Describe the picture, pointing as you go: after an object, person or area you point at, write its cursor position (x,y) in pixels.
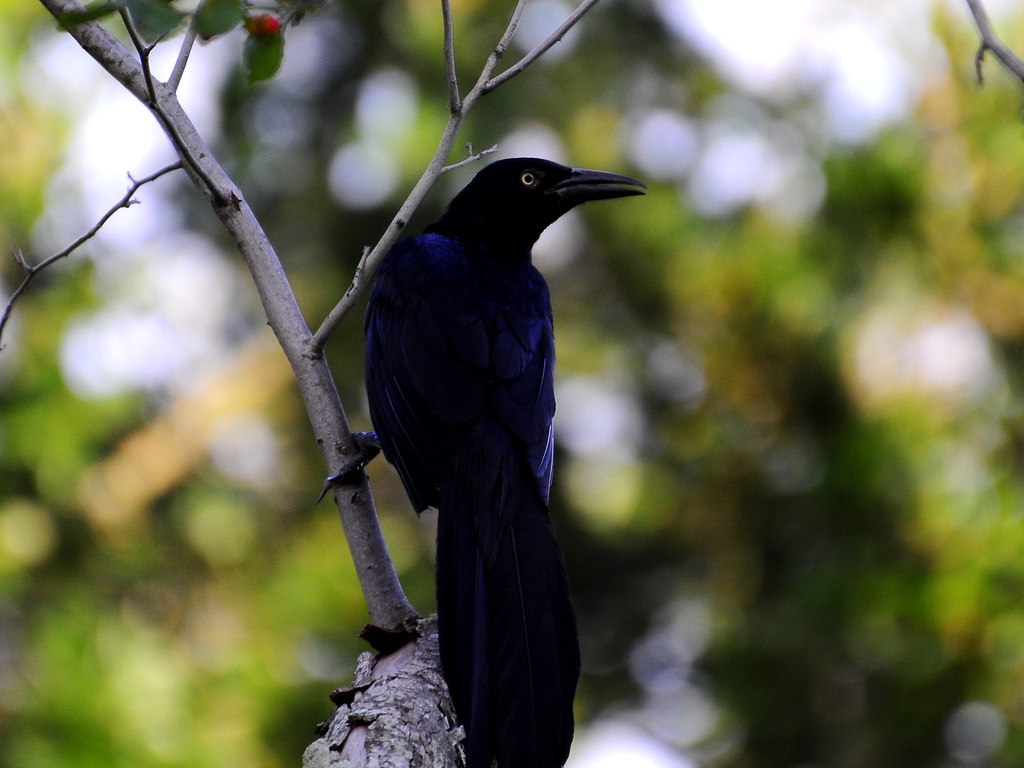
In this picture we can see a bird (443,461) on the tree (408,609), in the background (736,279) we can see few more trees (755,296).
